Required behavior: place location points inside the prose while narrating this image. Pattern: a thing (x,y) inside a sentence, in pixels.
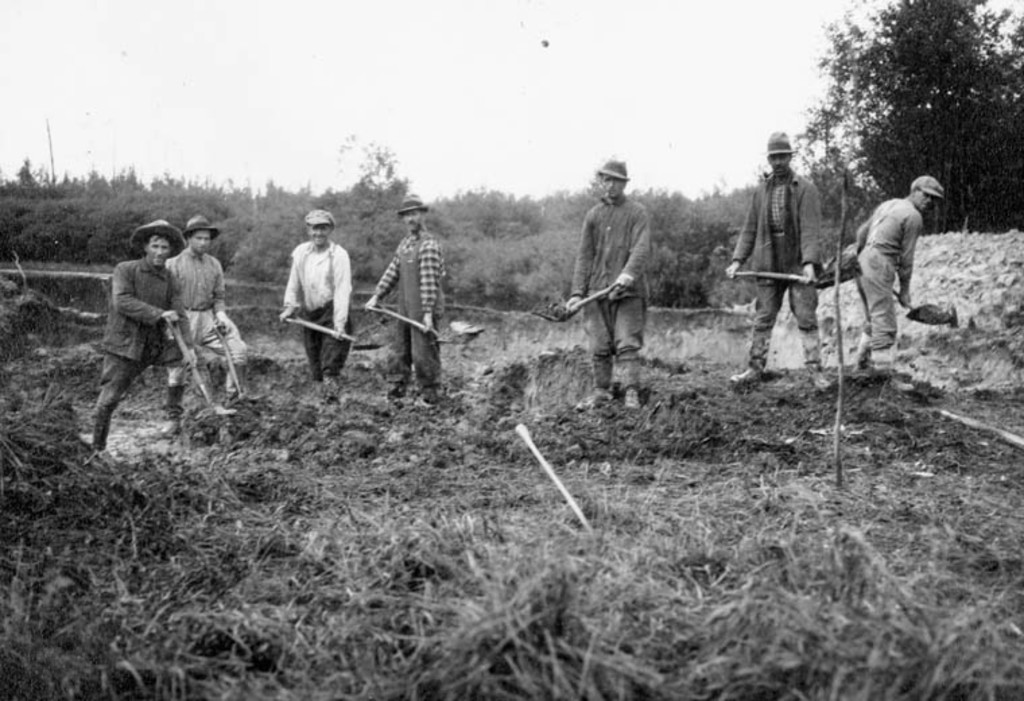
In this black and white image, we can see some persons (578,278) holding shovels (190,360) with their hands (733,268). There are some plants (377,196) in the middle of the image (357,287). There is a tree (882,70) in the top right of the image (913,55). There is a sky (679,78) at the top of the image (434,64).
